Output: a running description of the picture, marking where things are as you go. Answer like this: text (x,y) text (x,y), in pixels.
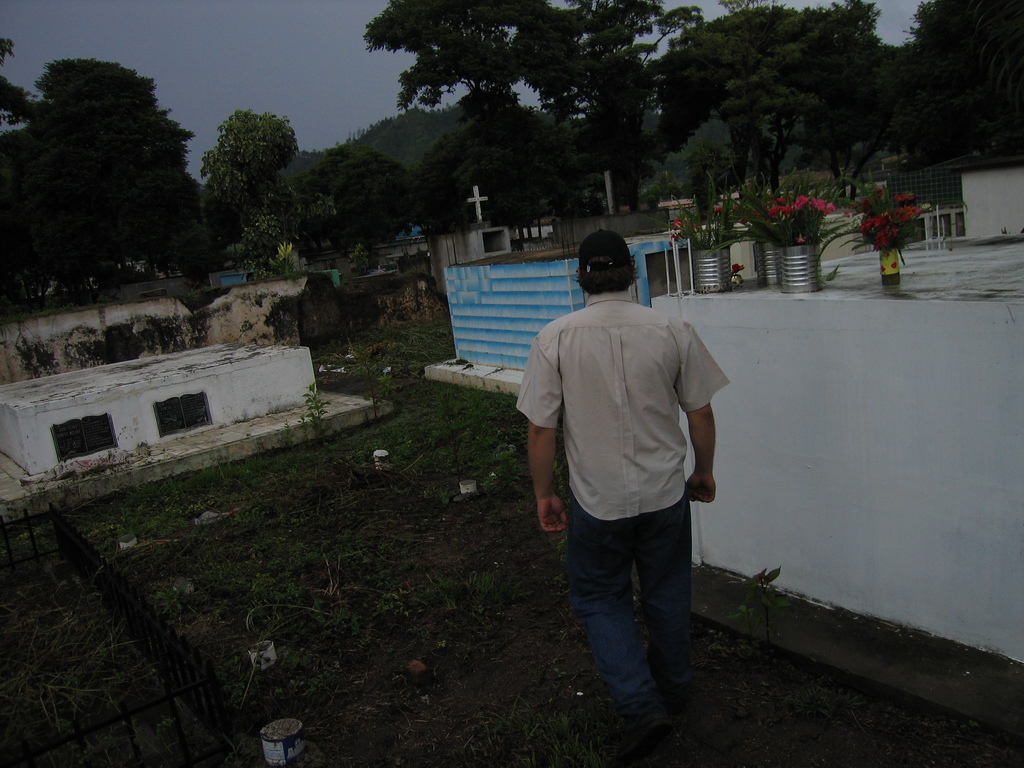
In this image there is a man (593,591), walking on a graveyard (391,676), around him there are graves (646,273), in the background (864,95) there are trees (48,212) and the sky (349,108).
